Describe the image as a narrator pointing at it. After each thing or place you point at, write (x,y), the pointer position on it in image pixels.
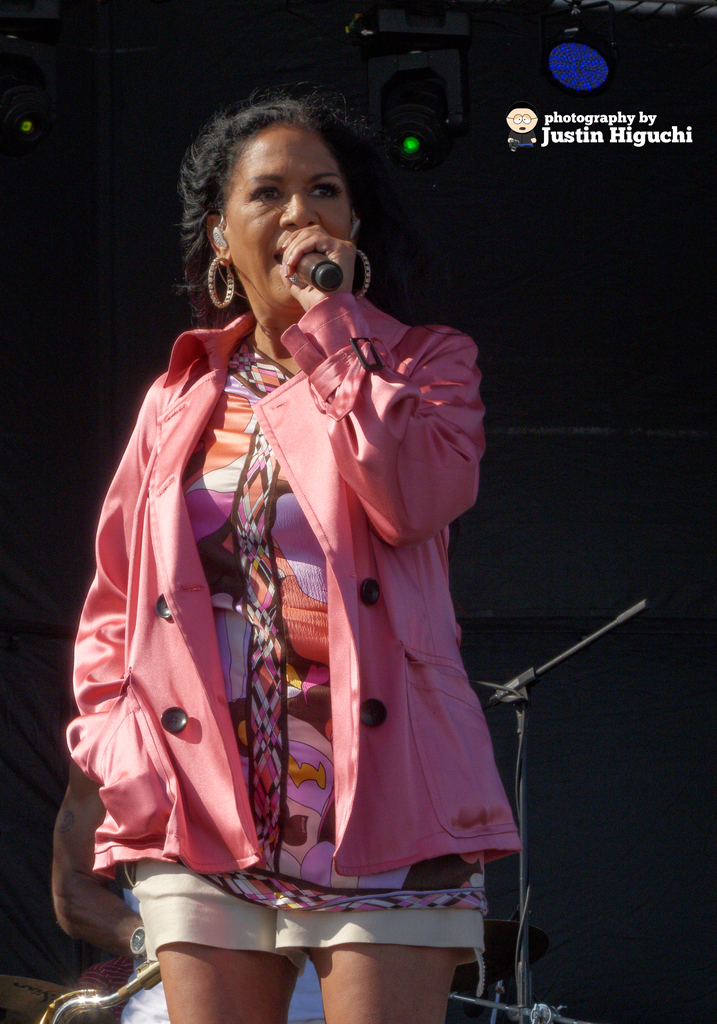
In this image i can see a woman (300,699) wearing a pink jacket (418,551) is standing and holding microphone (309,269) in her hand (312,236). In the background (125,918) i can see another person (131,966) holding a musical instrument (88,992) and few lights (448,123).
